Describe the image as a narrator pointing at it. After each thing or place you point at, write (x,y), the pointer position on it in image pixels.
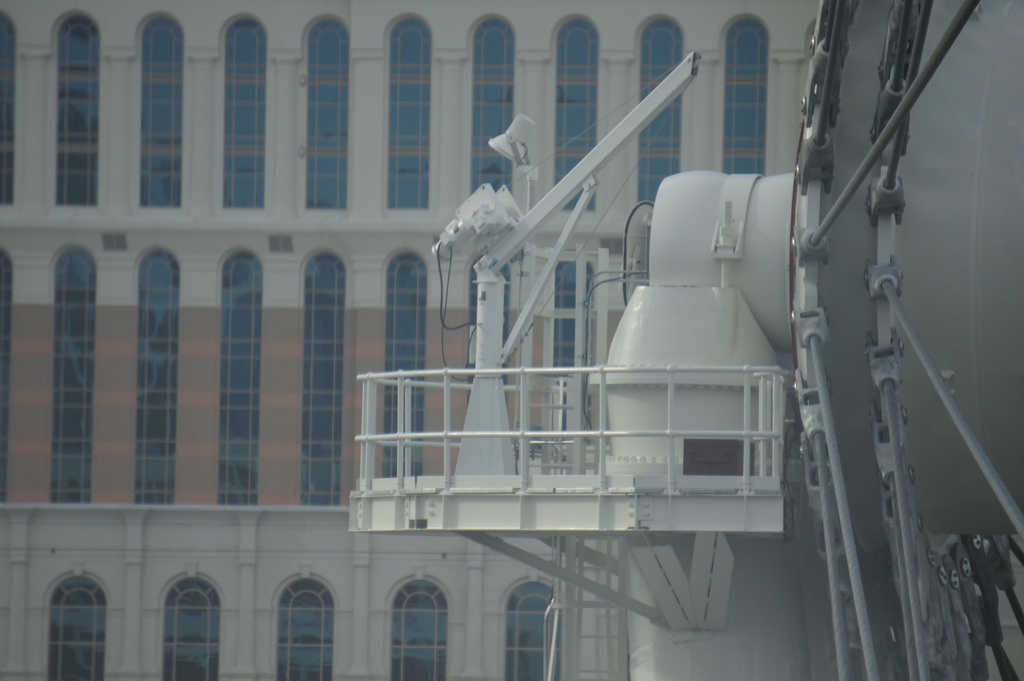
In this image we can see a building (310,362) and an object (492,404) which is in white color.
